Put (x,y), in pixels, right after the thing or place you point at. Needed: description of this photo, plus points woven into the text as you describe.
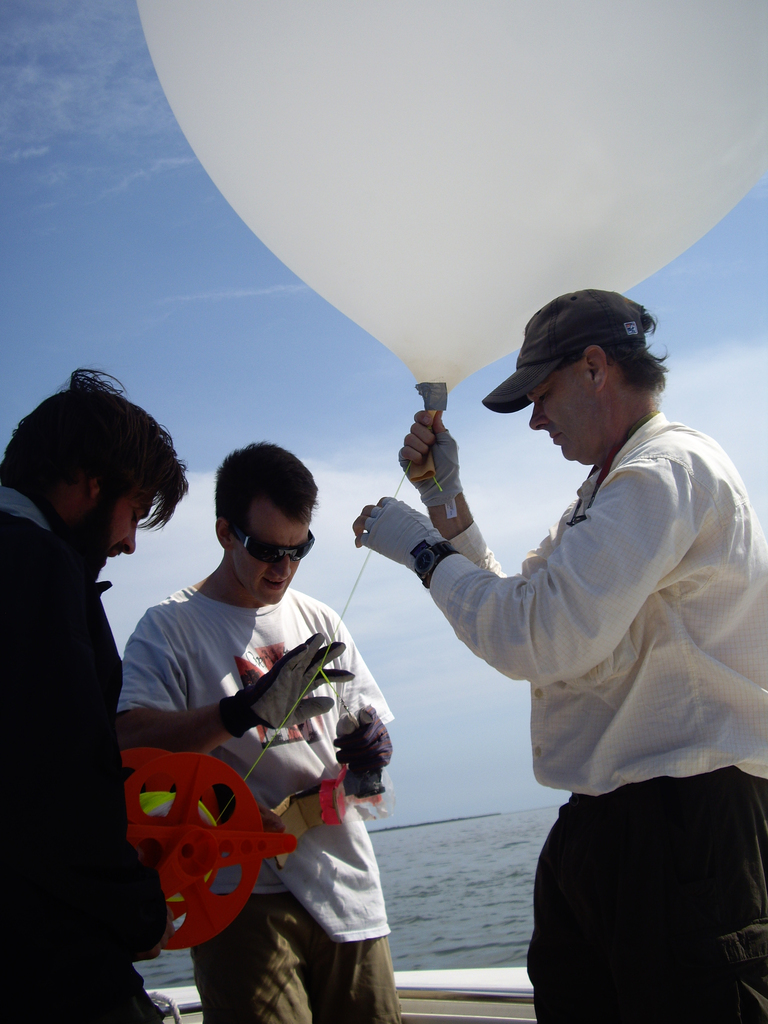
In this image, we can see people (43,575) in the boat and some are wearing gloves (458,480) and one of them is wearing a cap (557,355) and all of them are holding a balloon (241,135) and some other objects (287,813). In the background (169,317), there are clouds (336,471) in the sky (238,365) and there is water (464,825).
